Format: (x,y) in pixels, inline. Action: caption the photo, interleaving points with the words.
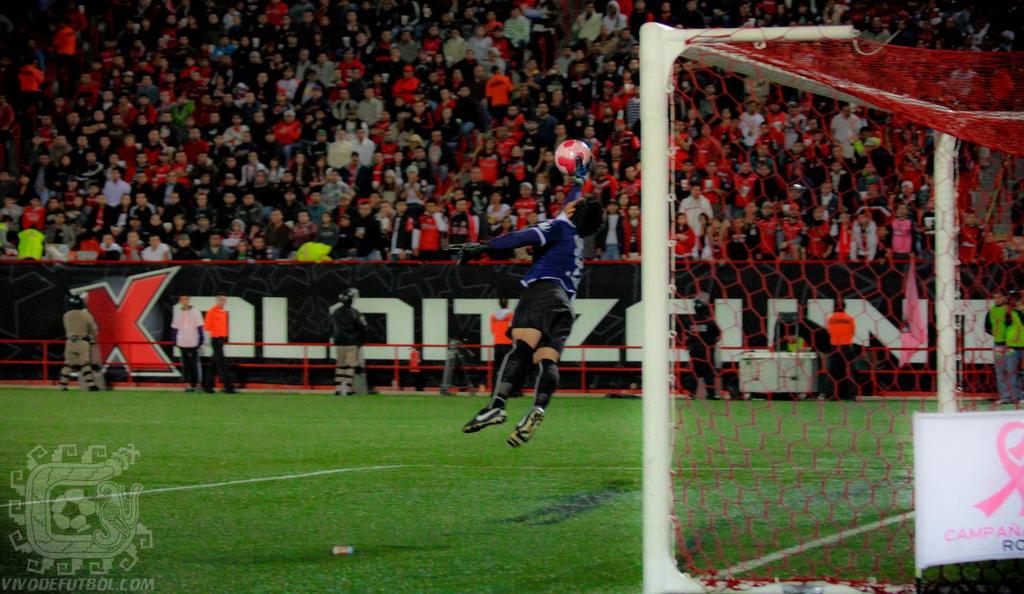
In this picture there are group of people (491,127) standing behind the board (230,266) and there is text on the board (919,367) and there are group of people (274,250) standing behind the railing (161,381) and there is a person (534,350) holding the ball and he is jumping. On the right side of the image (766,229) there is a net (881,449) and there is a board (933,431) and there is text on the board (956,552). At the bottom (215,474) there is grass (370,520).
